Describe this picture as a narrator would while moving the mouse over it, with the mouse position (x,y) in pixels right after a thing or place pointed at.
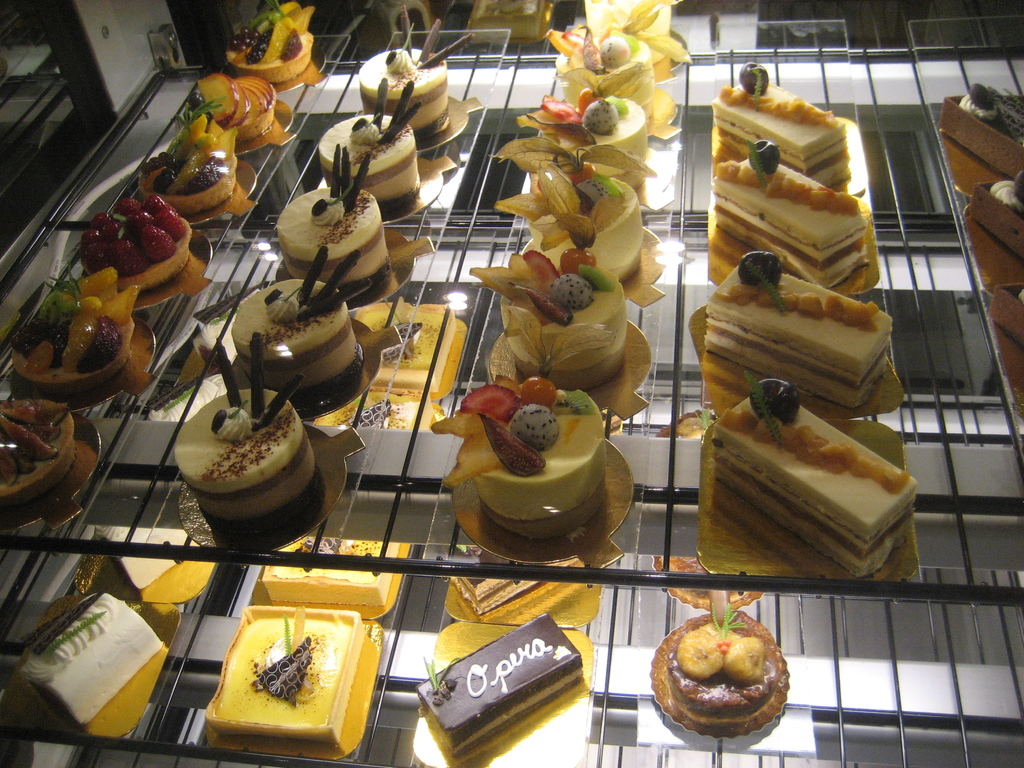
In this image I can see few pastries (706,713) on the glass racks (440,493) and the pastries (511,593) are in multi color.
